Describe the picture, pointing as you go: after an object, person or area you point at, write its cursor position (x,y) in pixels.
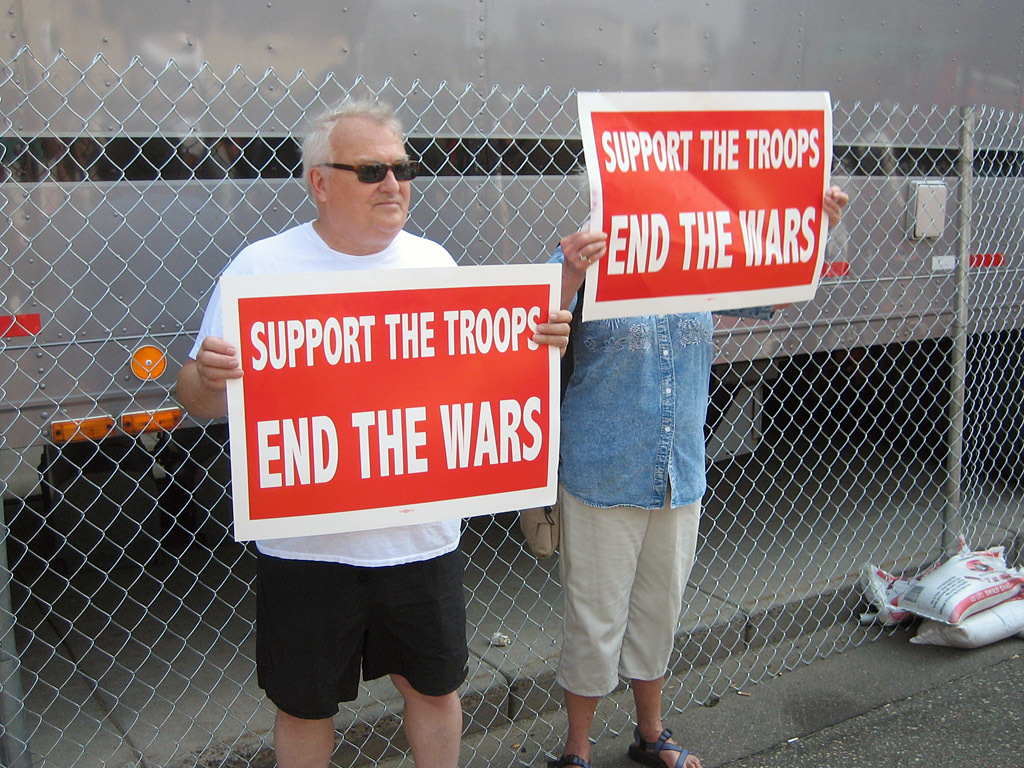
In the image we can see there are two people (612,377) standing, wearing clothes (639,379) and this person (382,160) is wearing goggles (368,173). This is the posters (650,211), fence (142,240) and a footpath (953,692). There is an object (951,615) and a pole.
